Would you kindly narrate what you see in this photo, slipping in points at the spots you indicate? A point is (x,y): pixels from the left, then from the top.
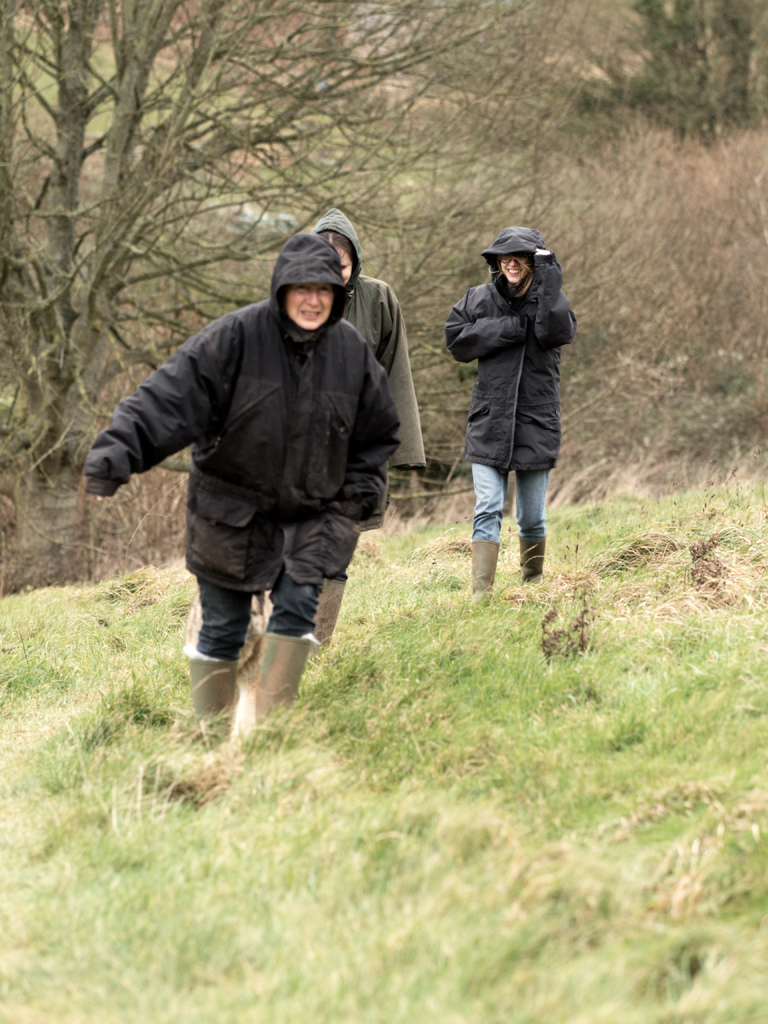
This picture show three people (308,462), two wearing black coat (355,361) walking on the grass hill (461,763). Behind there are many dry trees (319,216).
